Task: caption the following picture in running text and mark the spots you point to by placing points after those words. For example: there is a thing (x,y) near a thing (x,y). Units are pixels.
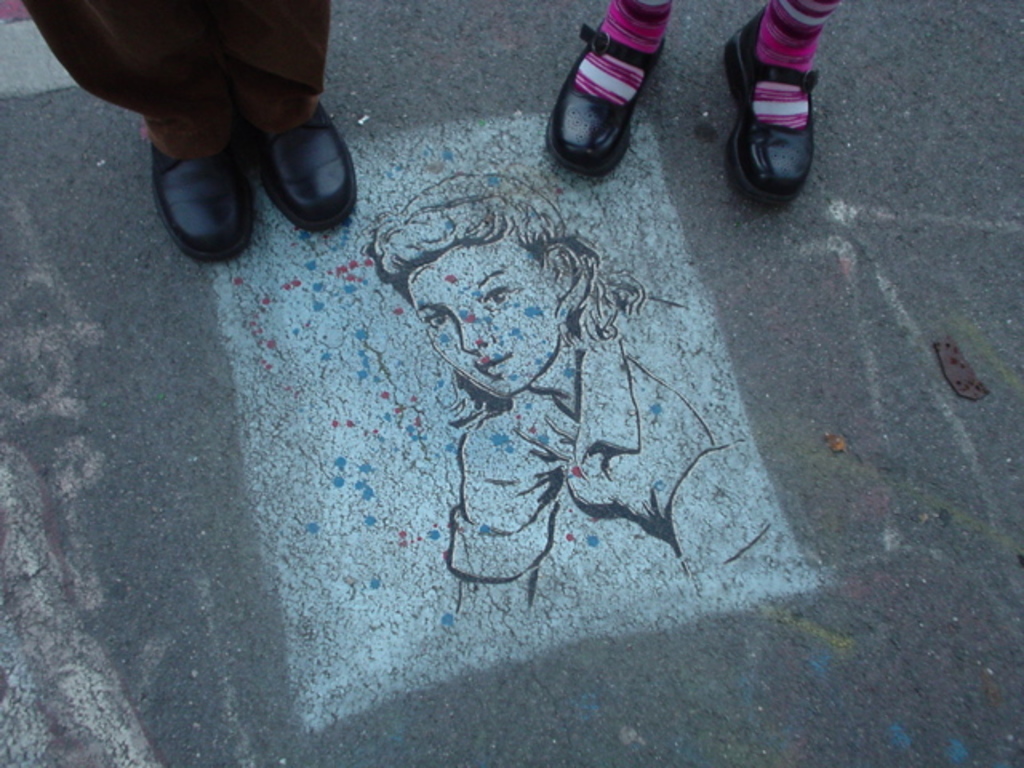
This picture contains a graffiti (622,362) of the woman (571,541). Here, we see the legs (284,103) of two people (292,88) who are wearing the black shoes (311,132). At the bottom (132,652), we see the road (132,652). We even see the person (640,47) is wearing the pink socks (643,49).
